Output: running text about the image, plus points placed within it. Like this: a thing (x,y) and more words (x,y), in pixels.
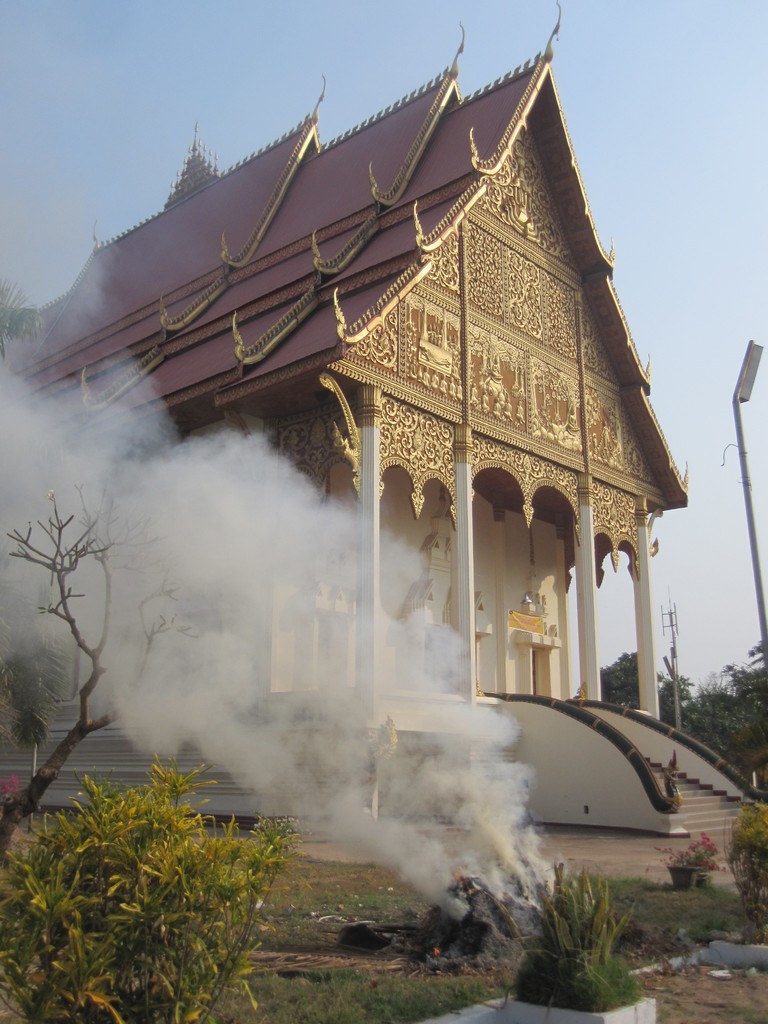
Here at the bottom (398,877) we can see plants (213,886), grass (312,895) and smoke (256,582). In the background (331,417) there is a building (481,614), steps (689,791), pillars (361,614), poles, trees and sky (335,77).
